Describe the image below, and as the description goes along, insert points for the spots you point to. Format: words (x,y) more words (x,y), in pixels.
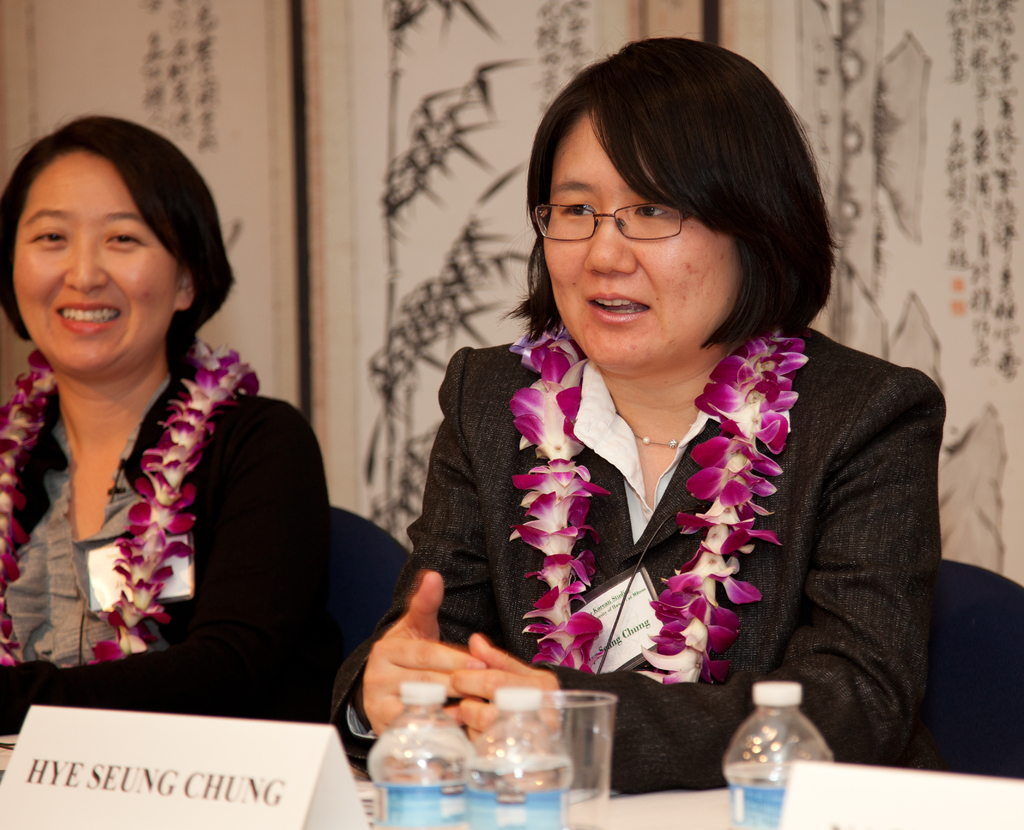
In this image there is a table (671,827), on that table (671,827) there are bottles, glasses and name boards (199,776), behind the table (713,819) there are two women (326,646) sitting on chairs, in the background (127,15) there is a wall (447,246).
